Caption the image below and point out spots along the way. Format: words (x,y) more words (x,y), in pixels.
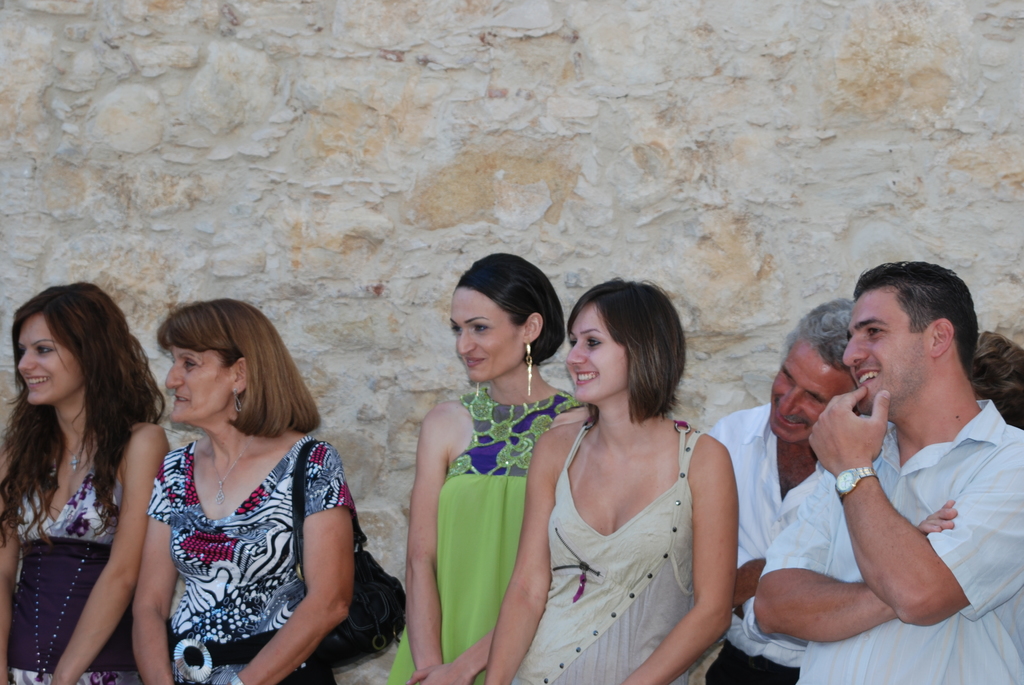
In the foreground of this picture (529,539) we can see the group of women (476,509) smiling and standing and we can see a sling bag (354,591) and we can see the group of persons (911,463) wearing white color shirts (796,503), smiling and standing. In the background (669,122) we can see an object (611,122) which seems to be the wall (192,174).
